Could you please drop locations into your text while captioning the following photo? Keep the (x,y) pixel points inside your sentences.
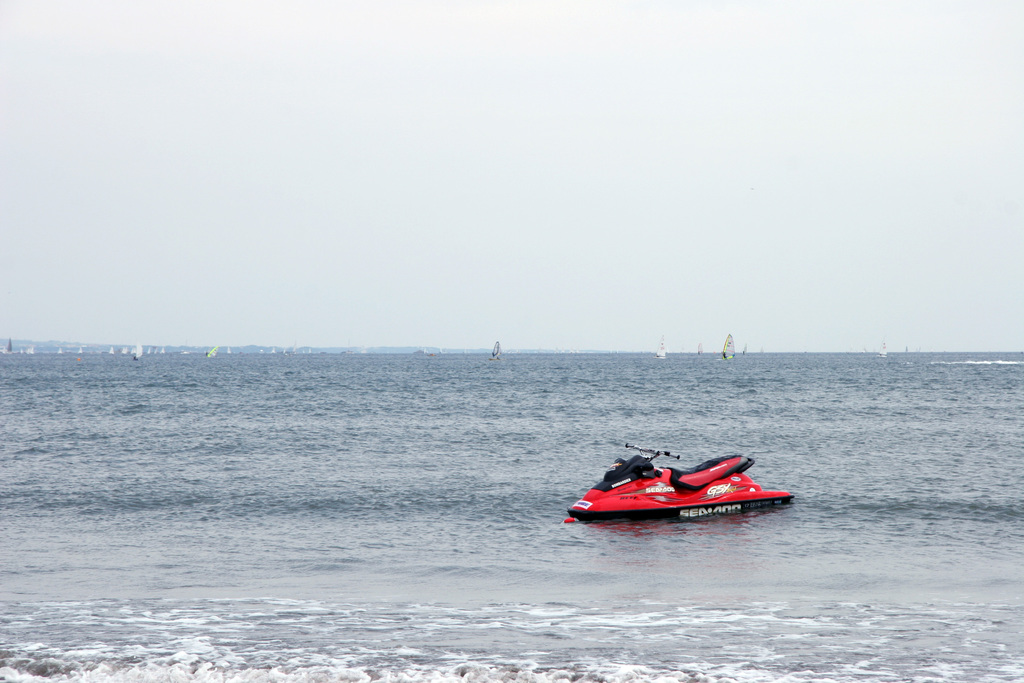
On the right side (722,472), there is a red color boat (725,475) on the water (519,553) of the ocean (557,537), which is having tides (187,648). In the background (476,362), there are boats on the water (655,392) and there are clouds (600,238) in the gray sky (546,66).
